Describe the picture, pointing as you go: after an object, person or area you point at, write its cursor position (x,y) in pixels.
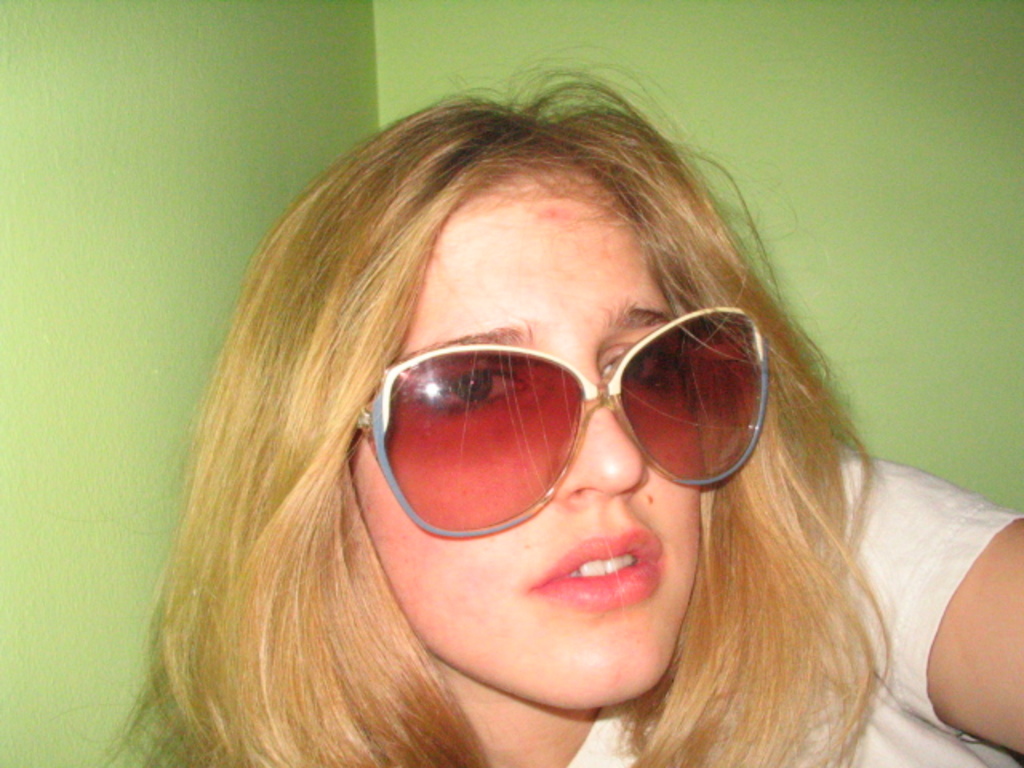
In front of the image there is a person (446,599). Behind her there is a wall (835,263).
